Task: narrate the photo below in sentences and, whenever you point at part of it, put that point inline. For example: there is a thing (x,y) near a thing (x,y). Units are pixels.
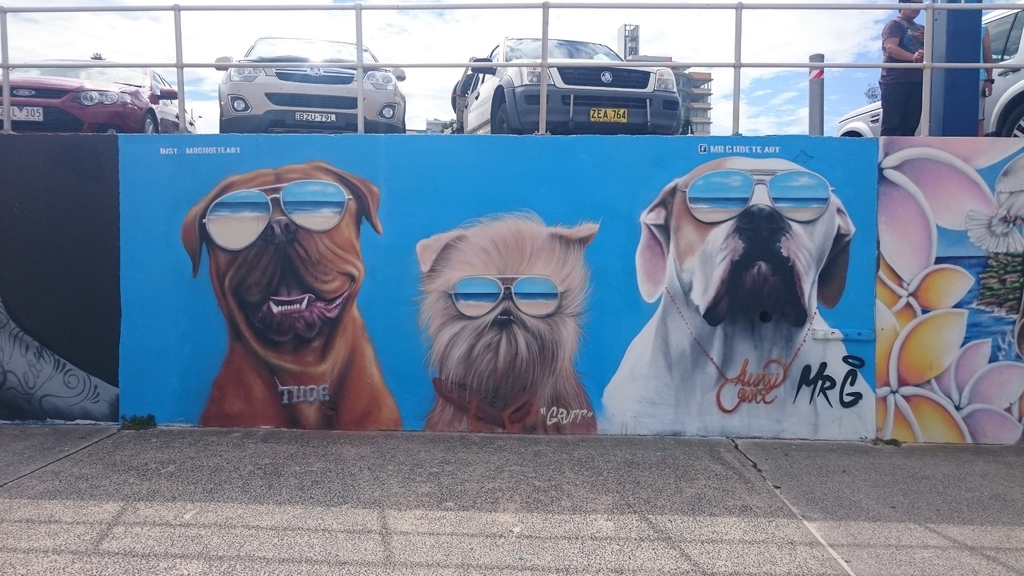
This picture shows few dog and flower paintings (504,261) on the wall (67,189) and we see a metal fence (664,65) and we see couple of them standing and we see buildings (684,105) and a blue cloudy sky (753,42).
